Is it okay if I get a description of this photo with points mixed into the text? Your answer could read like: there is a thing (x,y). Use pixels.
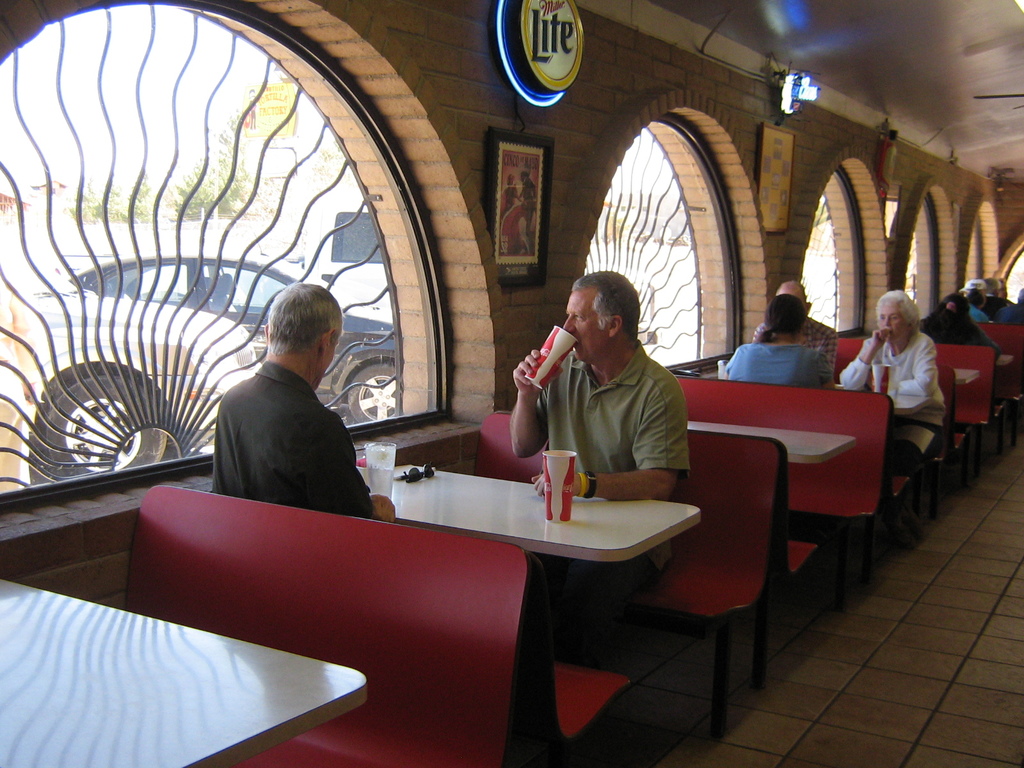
In this image we can see few persons (950,322). The persons (904,316) are sitting on benches (706,489). There are few objects (552,479) on the tables (714,425). Beside the person (641,398) we can see a wall (895,248). On the wall (565,226) we can see frames (510,267) and glasses (335,374). Through the glass (231,366) in the foreground (228,356) we can see vehicles (109,312), trees (204,200) and the sky (157,174). At the top (912,20) we can see the roof (933,70) and a board (556,43) with text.
